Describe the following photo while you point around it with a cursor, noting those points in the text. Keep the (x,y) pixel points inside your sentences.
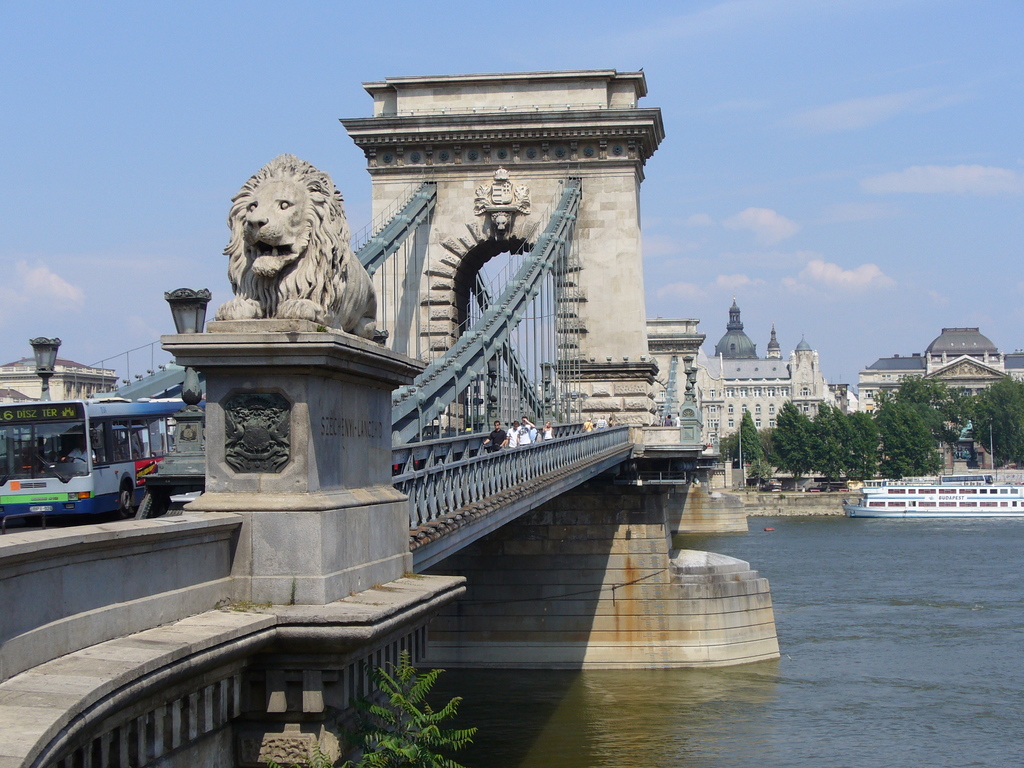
This looks like a river (876,596) with the water (792,749). I think this is a bridge (606,498), which is across the river (844,533). I can see a bus (123,492) and few people (530,434) standing on the bridge (584,487). This is a sculpture (271,296) of a lion (292,293). These are the buildings (768,381) and the trees (980,410). This looks like a boat (936,513), which is on the water (929,550). I think these are the lamps (187,315). This is the sky (222,120).
